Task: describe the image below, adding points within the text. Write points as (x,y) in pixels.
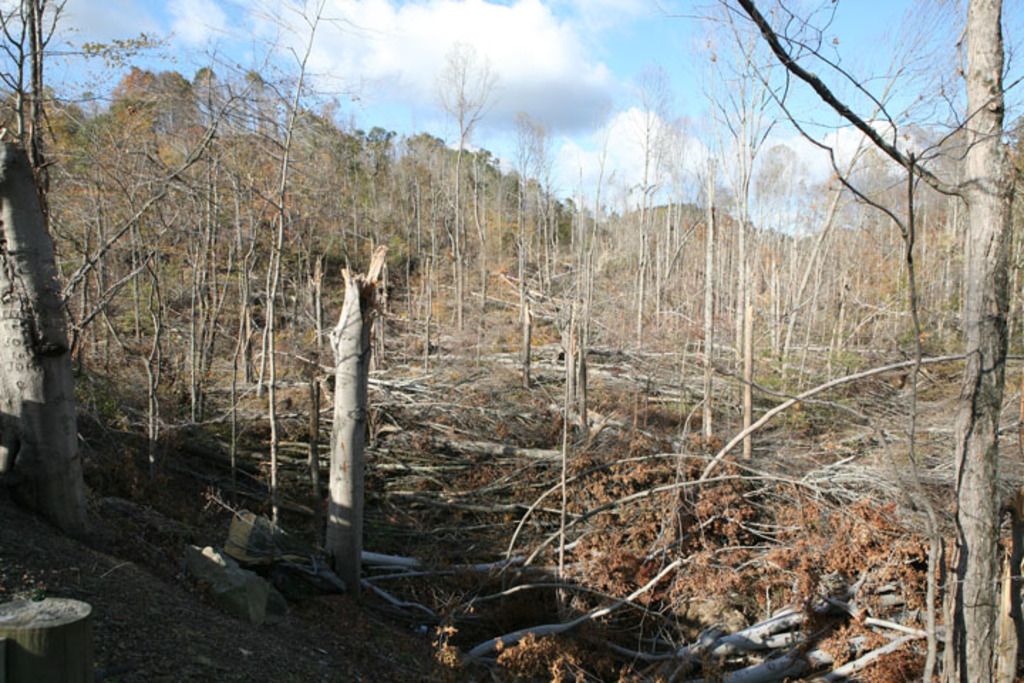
In this image I can see in the middle (557,240) there are trees (574,238), at the top (532,57) it is the cloudy sky (519,58).
